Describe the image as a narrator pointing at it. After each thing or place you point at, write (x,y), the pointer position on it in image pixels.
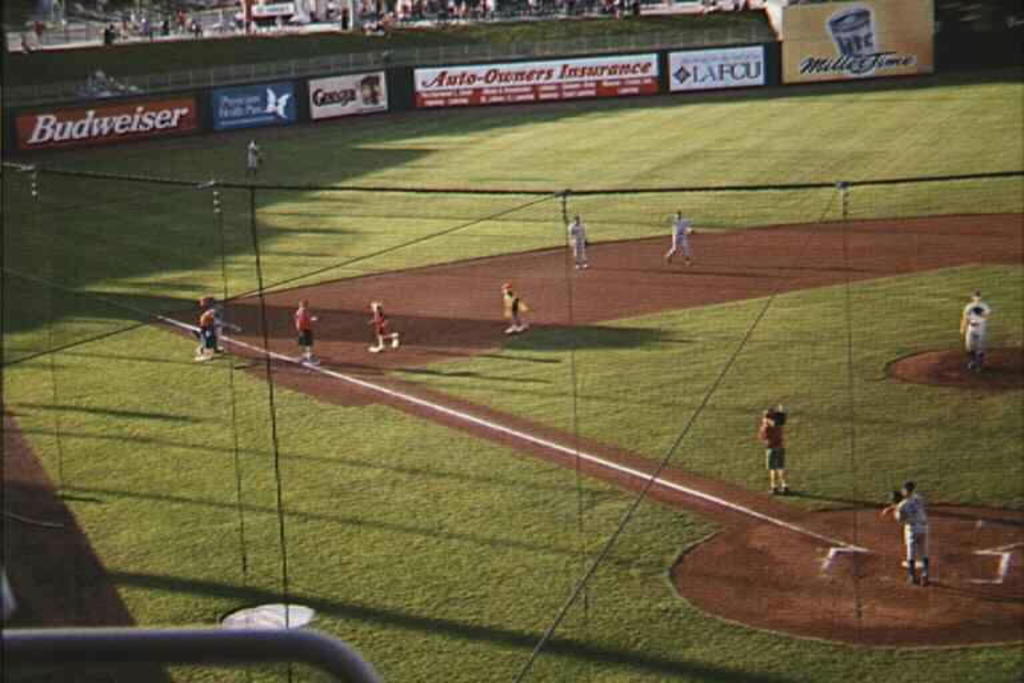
In this picture I can see group of people (519,332) standing, there are boards (130,111), grass (447,172), iron grills (428,47) and some other items (129,12).
